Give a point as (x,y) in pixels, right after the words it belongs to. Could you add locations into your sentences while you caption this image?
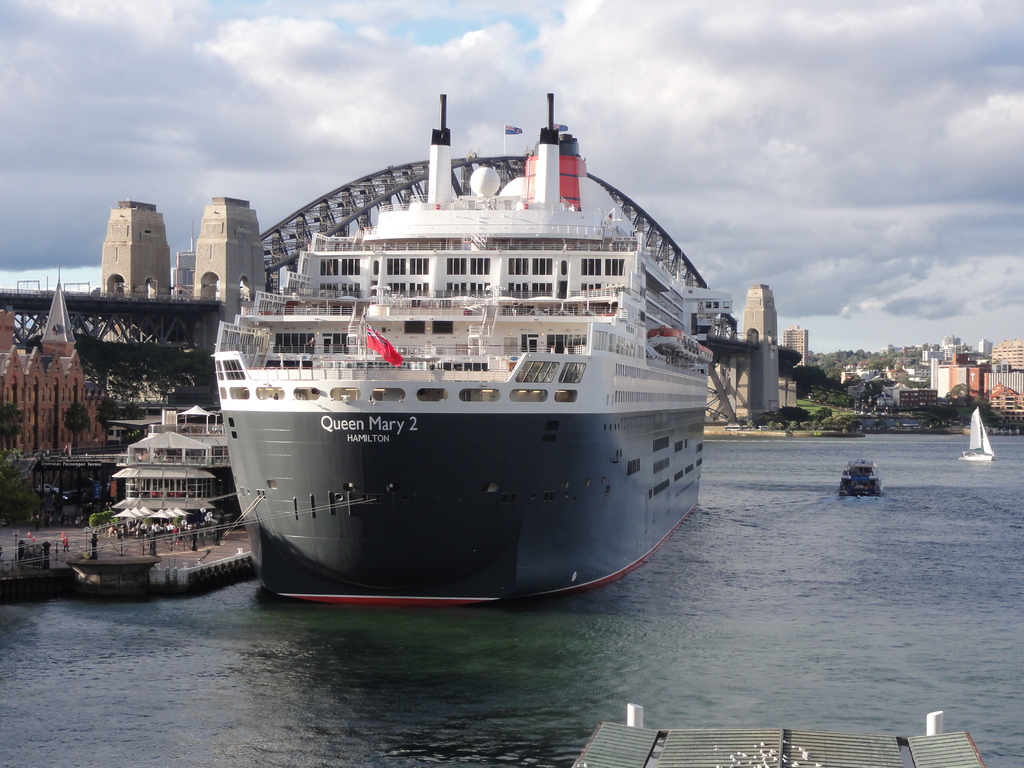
At the bottom of the image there are some ships (317,282). Behind water (983,600) there are some trees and buildings (60,342) and bridge (668,254). At the top of the image (969,77) there are some clouds (39,20) and sky (968,235).
